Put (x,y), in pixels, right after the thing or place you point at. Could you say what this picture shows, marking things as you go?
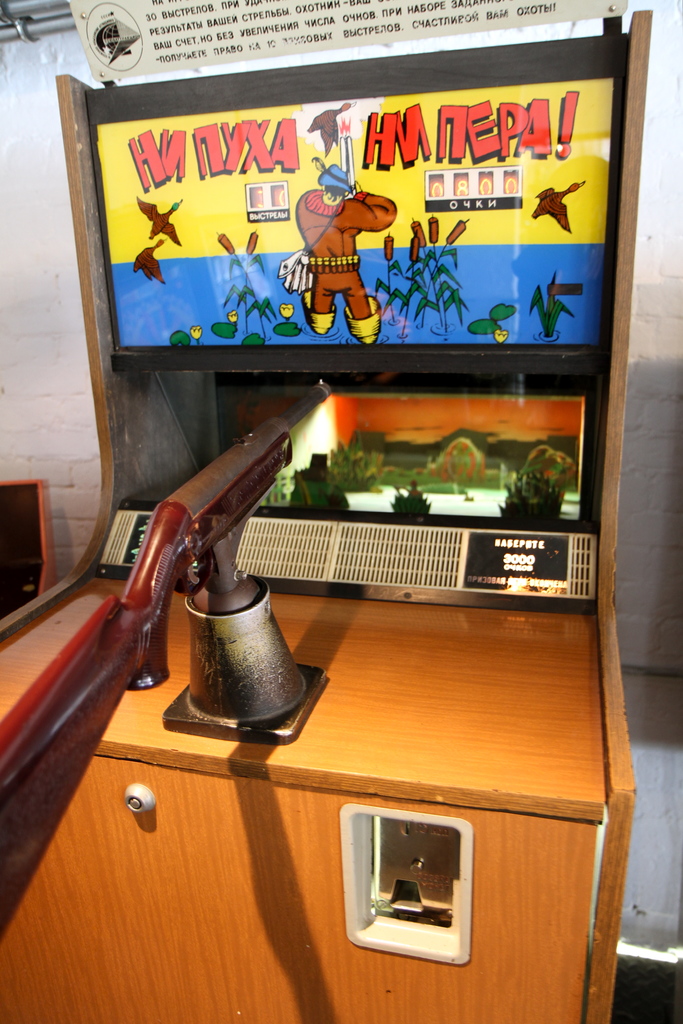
This picture is taken inside the room (652,879). In this image, in the middle (373,642), we can see a table (378,743), on the table (408,792), we can see metal instrument (131,584). In the background of the table (373,642), we can see a lit model scene (477,501). At the top of the table (108,297), we can see a paper (318,245) attached to it, on the paper (310,169), we can see some pictures (151,213) and text (290,164) written on it. At the top (253,20), we can see some text (430,4) written on the paper (211,22) and a wall (29,313).
